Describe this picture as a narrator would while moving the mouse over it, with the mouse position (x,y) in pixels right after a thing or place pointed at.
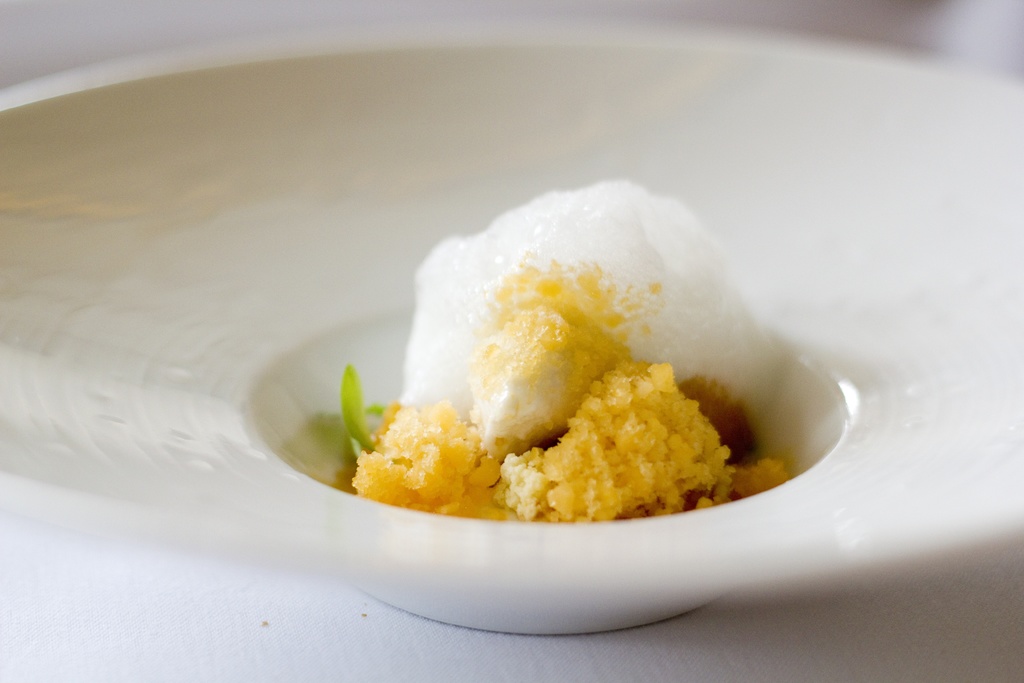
In this image I can see a bowl (874,459) in which food items (626,414) are there may be kept on a table (22,53). This image is taken may be in a room (50,18).
